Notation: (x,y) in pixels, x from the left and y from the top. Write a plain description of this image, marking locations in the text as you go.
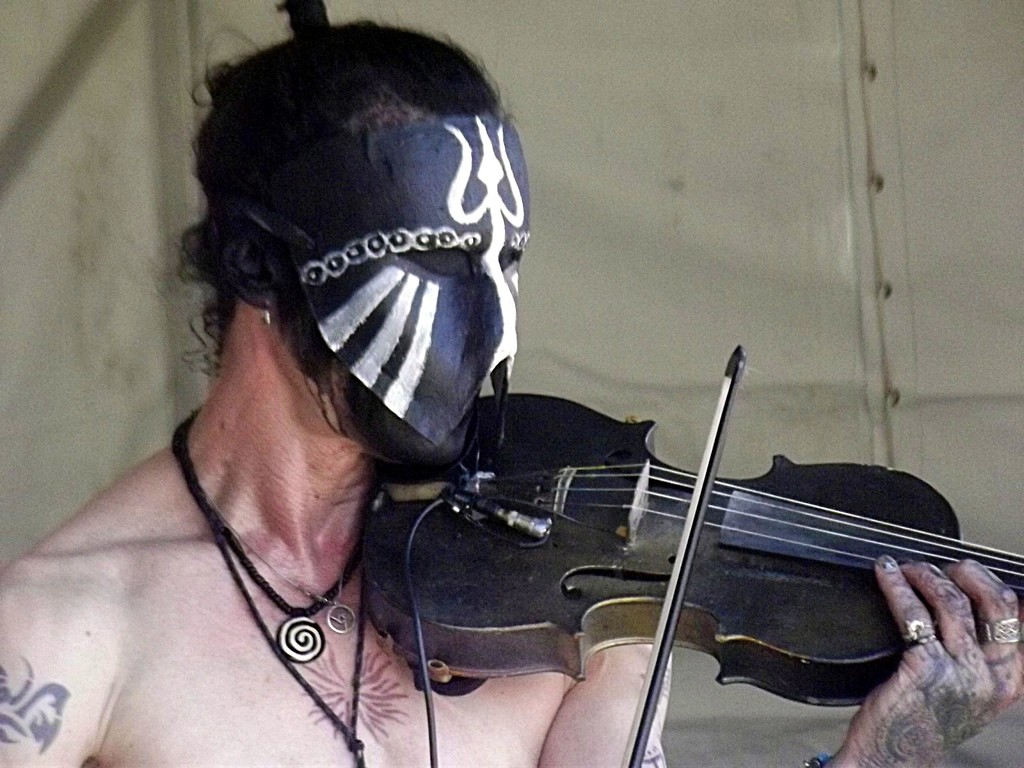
In this image I can see a person (383,305) wearing the mask (439,320) and playing the violin (684,609).
